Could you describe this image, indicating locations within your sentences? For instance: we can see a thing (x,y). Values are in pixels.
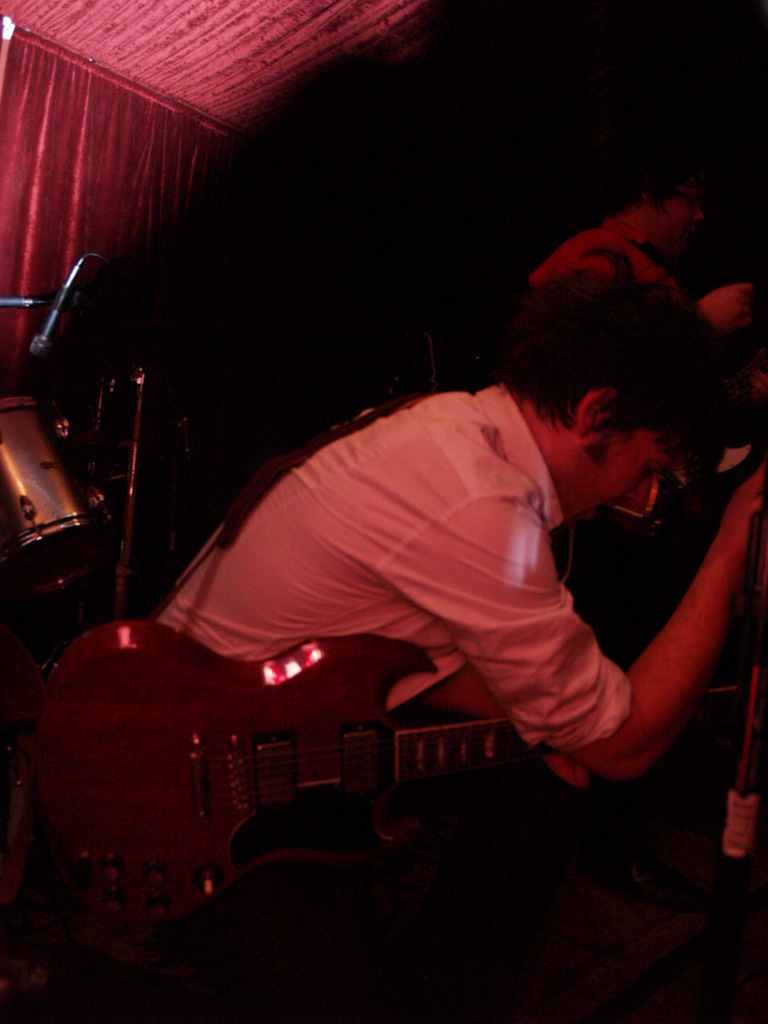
Bottom of the image (311,884) a person (607,358) is holding a guitar (92,796) and bending forward. Top right side of the image (744,325) there is a person (717,336) standing. Bottom left side of the image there is a musical instrument (61,434) and there is a microphone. Top of the image (259,86) there is a roof (416,10).
